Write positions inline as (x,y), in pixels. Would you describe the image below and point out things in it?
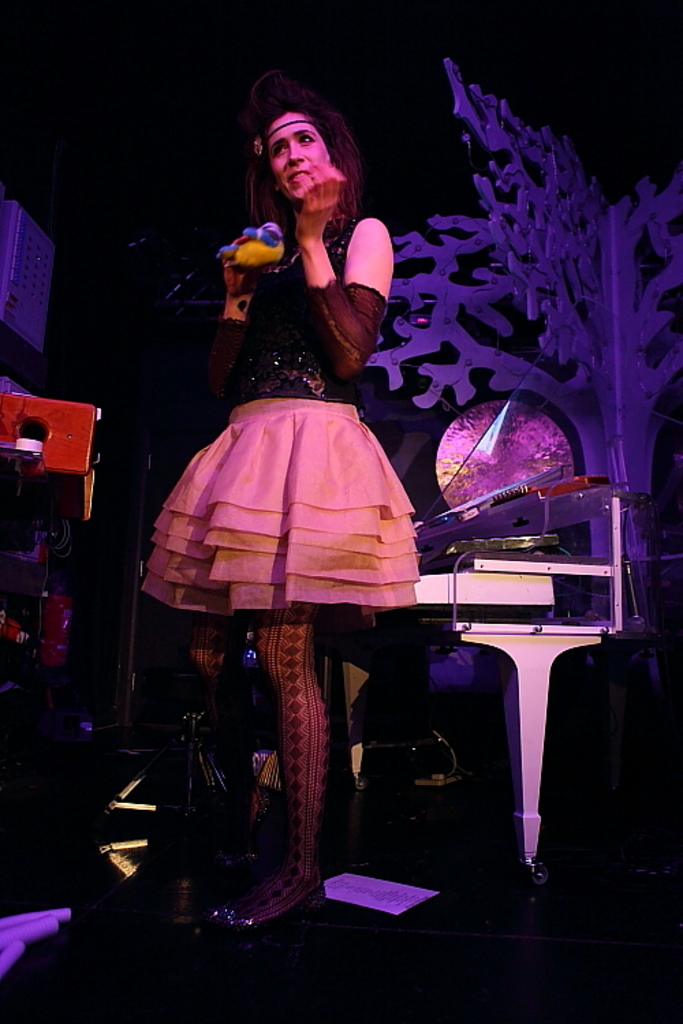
In this image there is a woman (277,448) standing, in the background (605,436) there are musical instruments (509,542) and there is an artificial tree (588,428).
